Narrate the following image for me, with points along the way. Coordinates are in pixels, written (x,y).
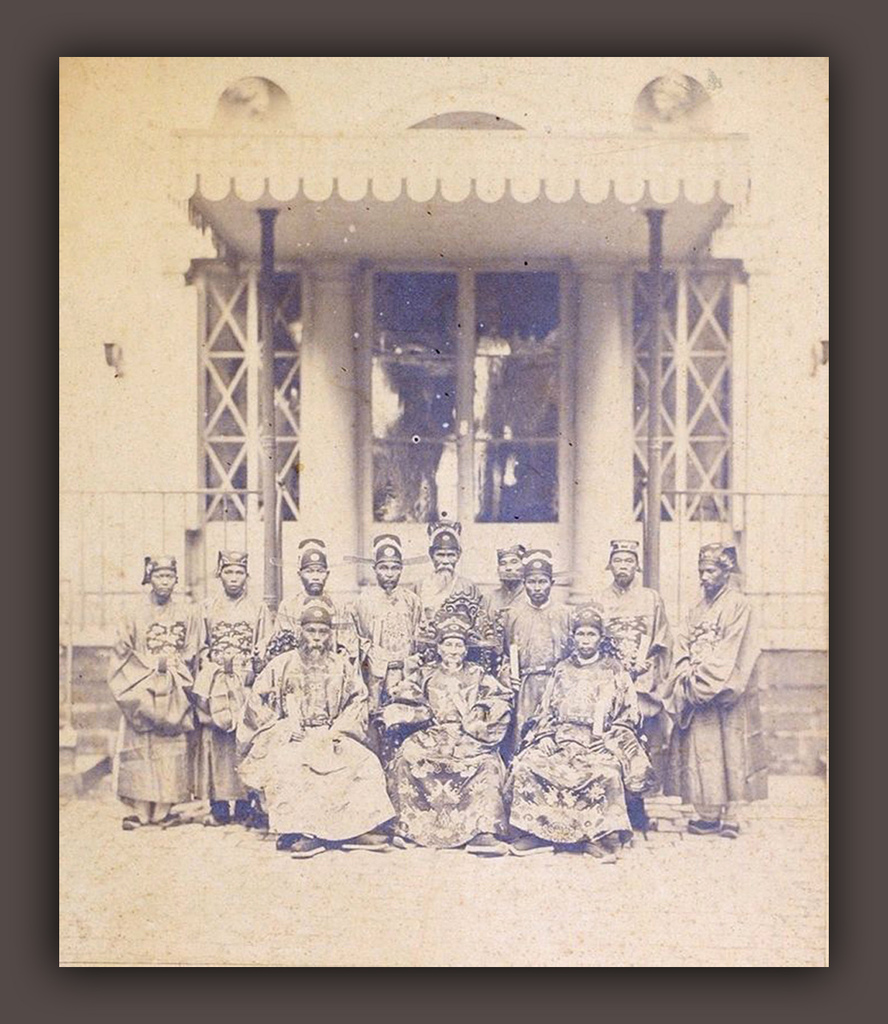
This is a black and white picture. In front of the picture, we see three people (580,707) are sitting on the chair (379,760). Behind them, we see the people (504,610) are standing. They might be posing for the photo. In the background (610,385), we see a building (278,140) in white color. It has the glass windows (662,354) and a glass door (416,448). We see the poles (653,424) and the pillars (337,479). This picture might be a photo frame (176,22).
